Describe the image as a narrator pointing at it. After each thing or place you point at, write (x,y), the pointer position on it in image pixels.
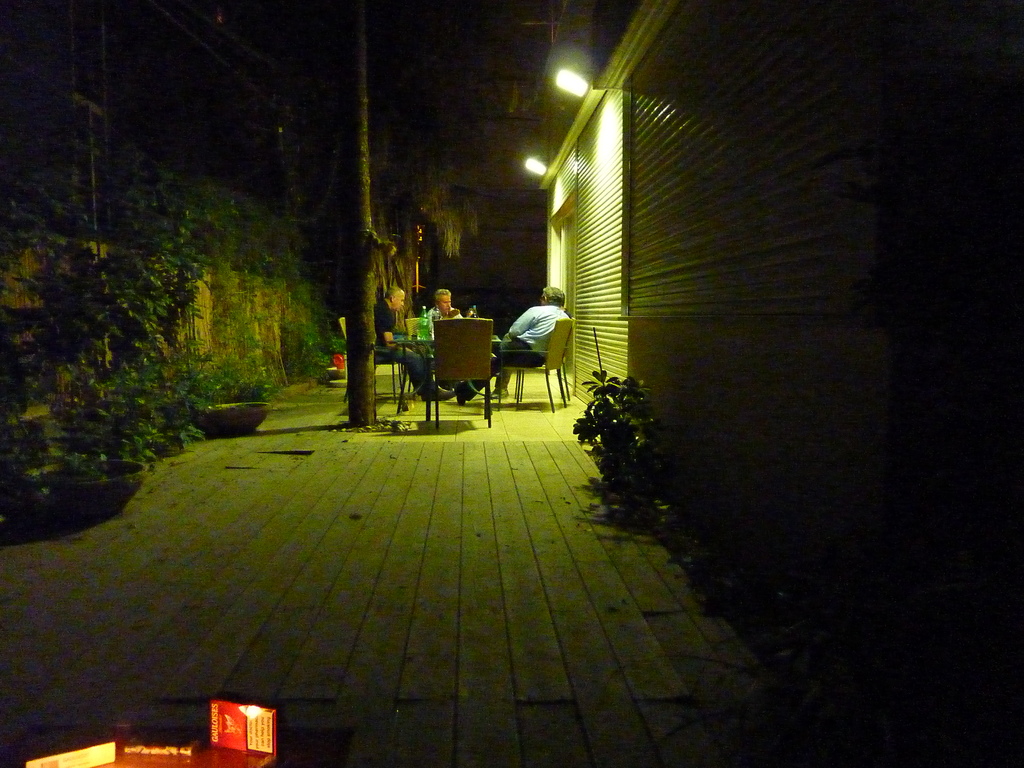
As we can see in the image there are buildings (687,243), lights (528,168), plants (657,448), few people (520,320) sitting on chairs (464,357), trees (359,297) and table (418,336). On table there is a bottle (420,325). The image is little dark.
